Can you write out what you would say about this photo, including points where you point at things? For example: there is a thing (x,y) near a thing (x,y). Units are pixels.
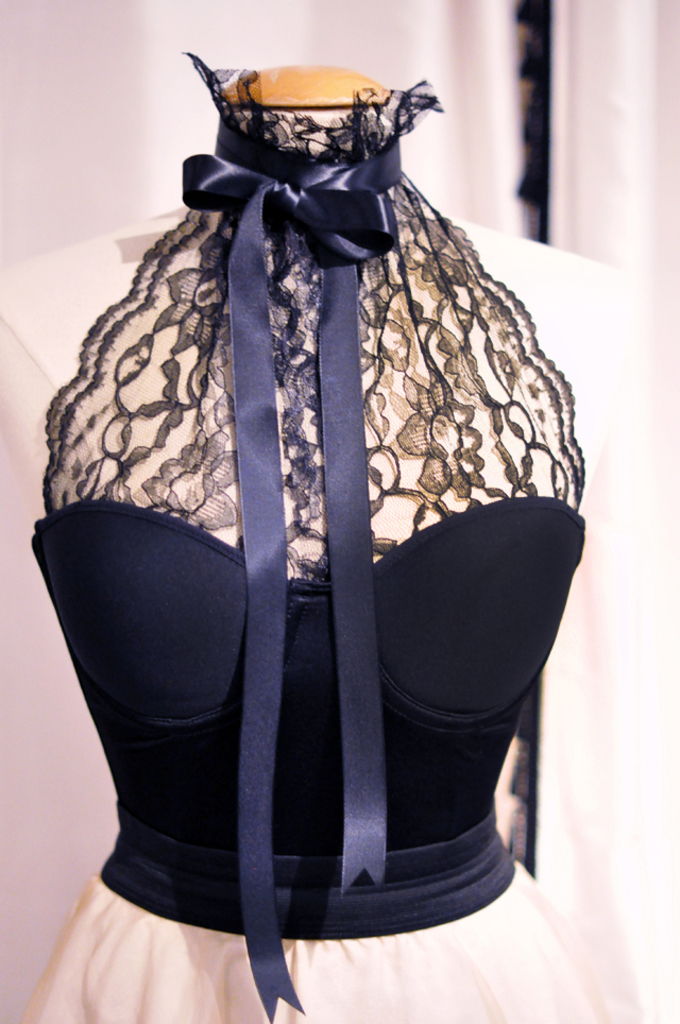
In this image I can see black and cream dress (500,539) attached to the mannequin (28,369).
